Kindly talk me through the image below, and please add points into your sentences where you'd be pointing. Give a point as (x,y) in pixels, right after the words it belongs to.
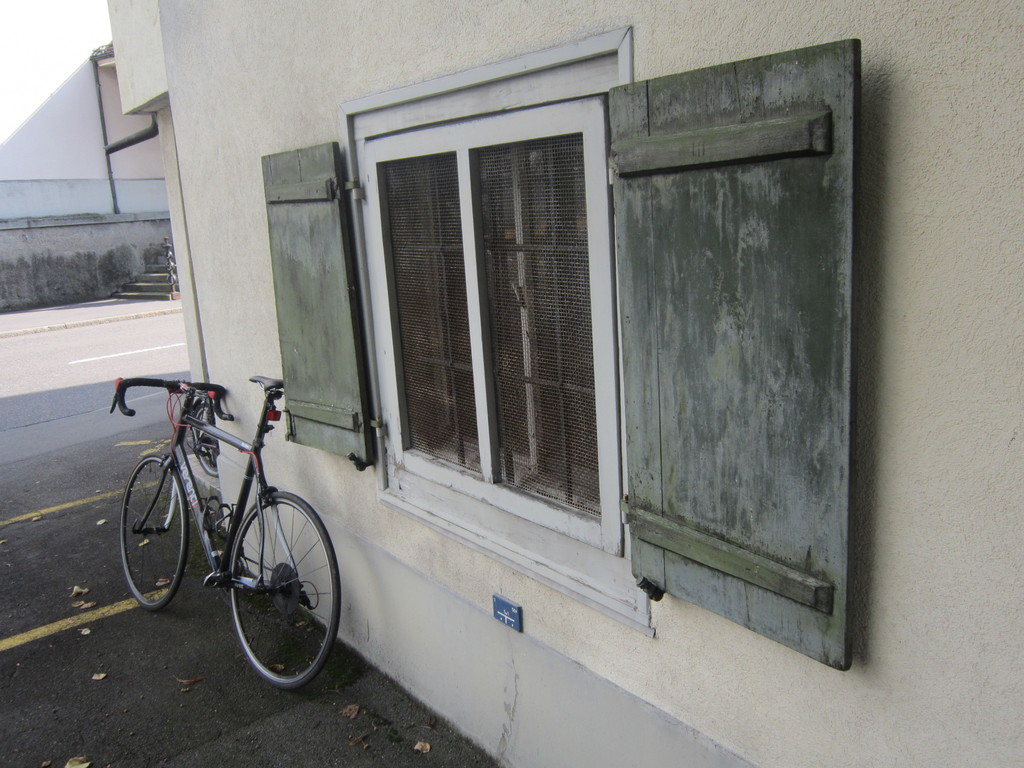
In this picture I can see there is a bicycle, a building (524,306), a wall (245,361) and a road (87,357).
